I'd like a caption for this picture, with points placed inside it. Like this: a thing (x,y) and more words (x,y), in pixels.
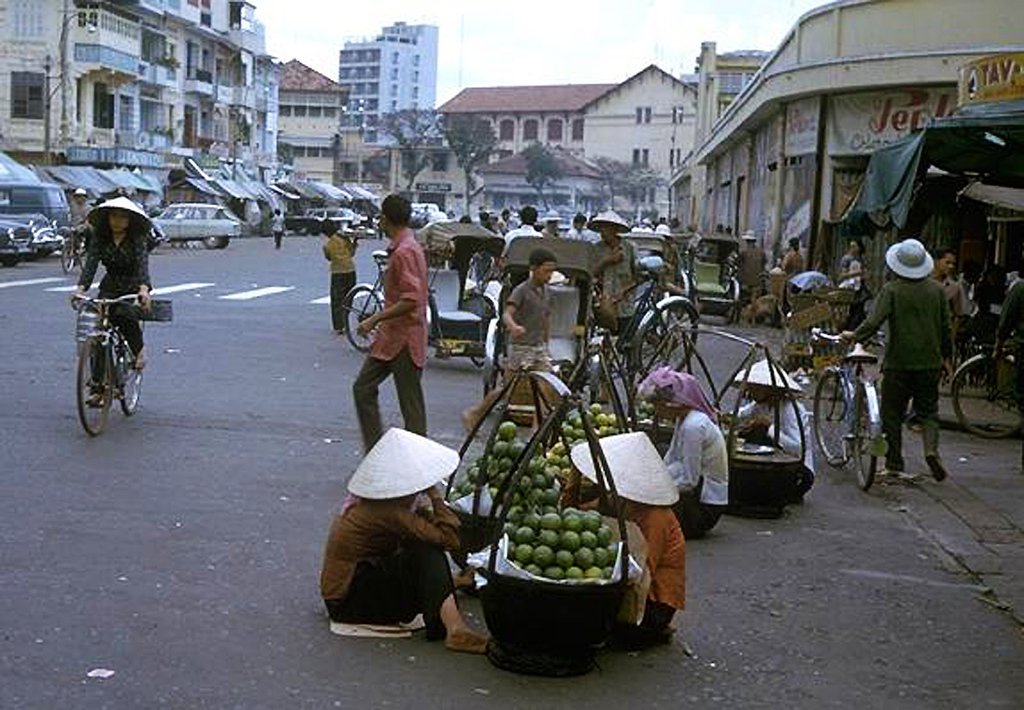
This is the picture of some people (685,447) who are wearing hats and sitting in front of the baskets (532,592) in which there are some fruits (574,530) and around there are some trees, buildings (231,99), houses (42,60), vehicles (650,311) and some other things (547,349) around.
